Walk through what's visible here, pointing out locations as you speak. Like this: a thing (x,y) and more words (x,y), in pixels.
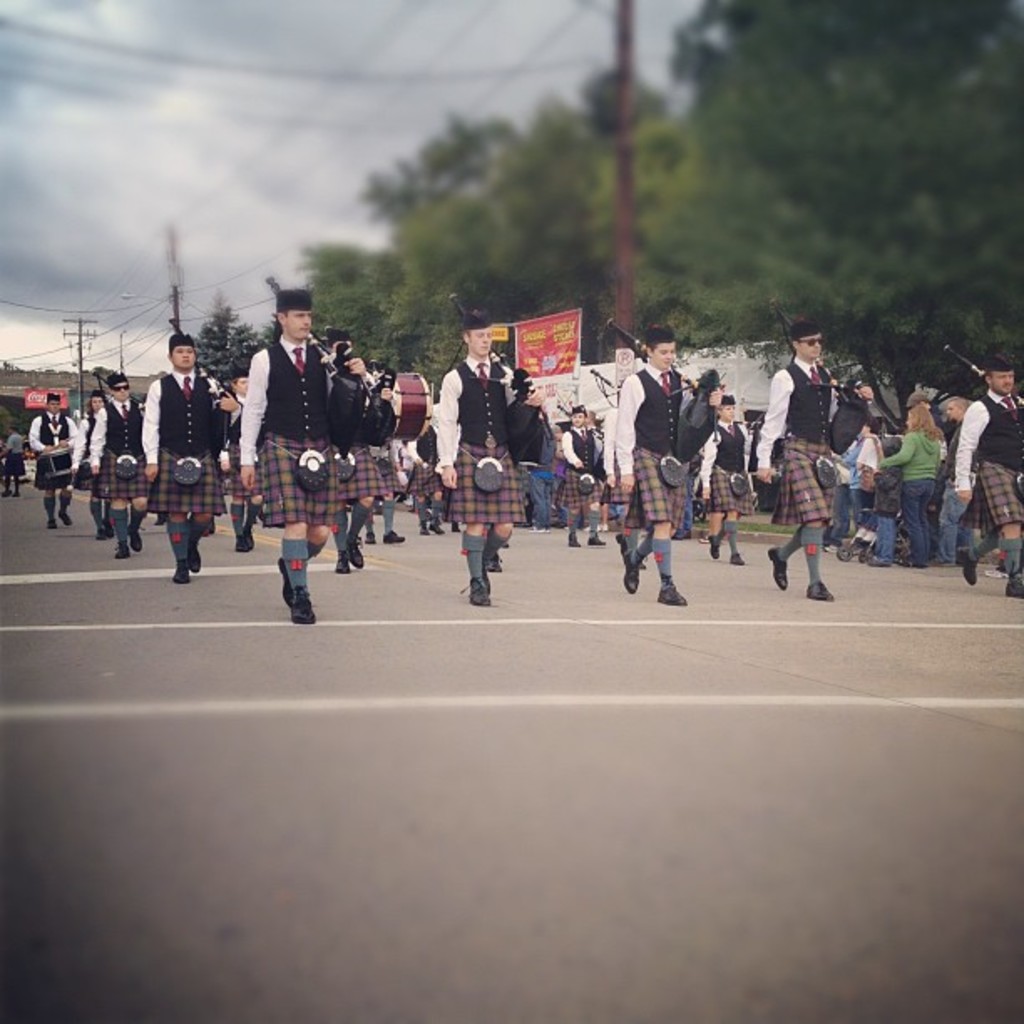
In this picture I can see there are a group of people (338,548) walking here and they are wearing uniforms (287,403) and they are holding bagpipes (529,419) and in the backdrop (754,198) there are banners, trees (691,185) and there are electric poles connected with wires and the sky (204,225) is cloudy.
